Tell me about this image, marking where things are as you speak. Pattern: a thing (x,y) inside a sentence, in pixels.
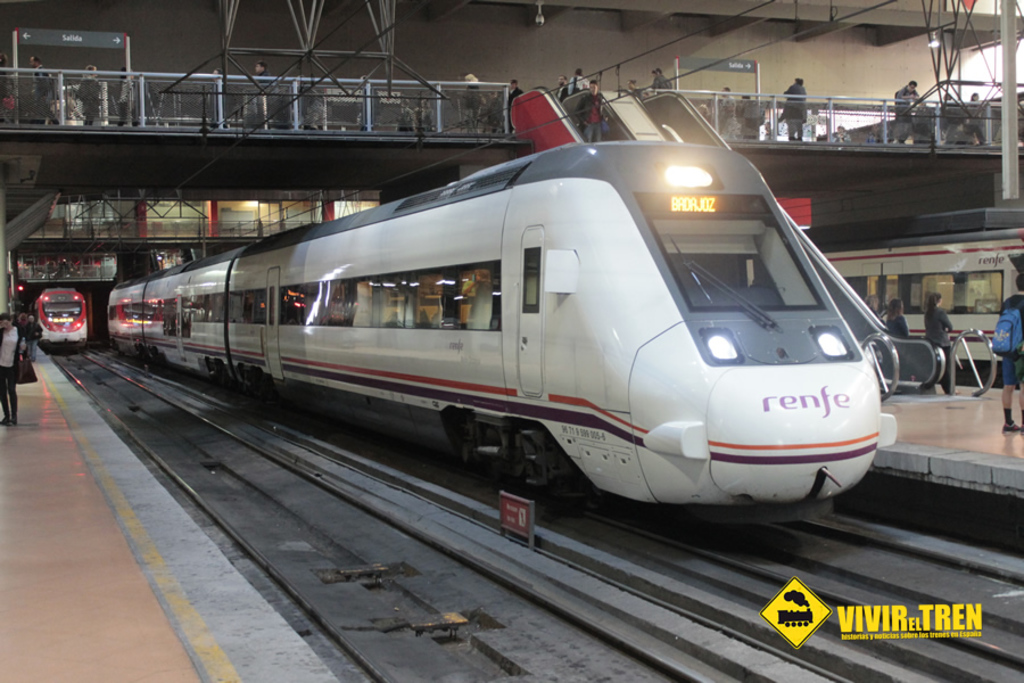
In this picture we can see the railings (62,90), beams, poles (1006,80), people (122,78), boards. We can see the trains (446,295), railway tracks (674,549), objects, platforms (73,588), escalators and the lights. At the bottom portion of the picture (784,603) we can see watermark (798,602).
